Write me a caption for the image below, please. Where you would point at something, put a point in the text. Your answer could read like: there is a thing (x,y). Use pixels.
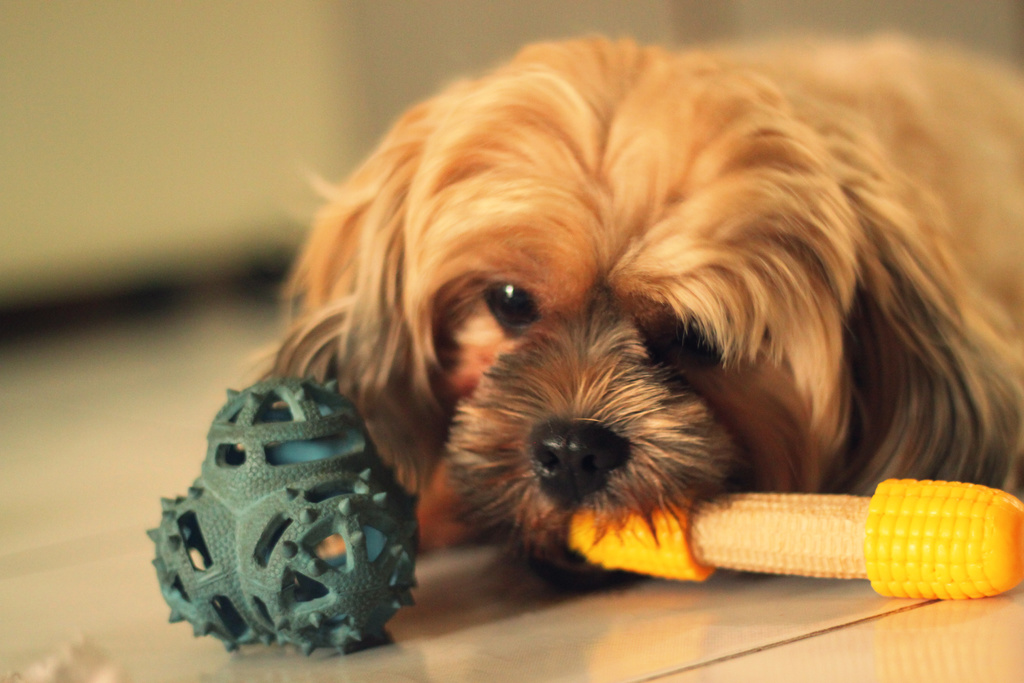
As we can see in the image there is a brown color dog (729,253) and corn (776,525). the background (74,450) is blurred.
